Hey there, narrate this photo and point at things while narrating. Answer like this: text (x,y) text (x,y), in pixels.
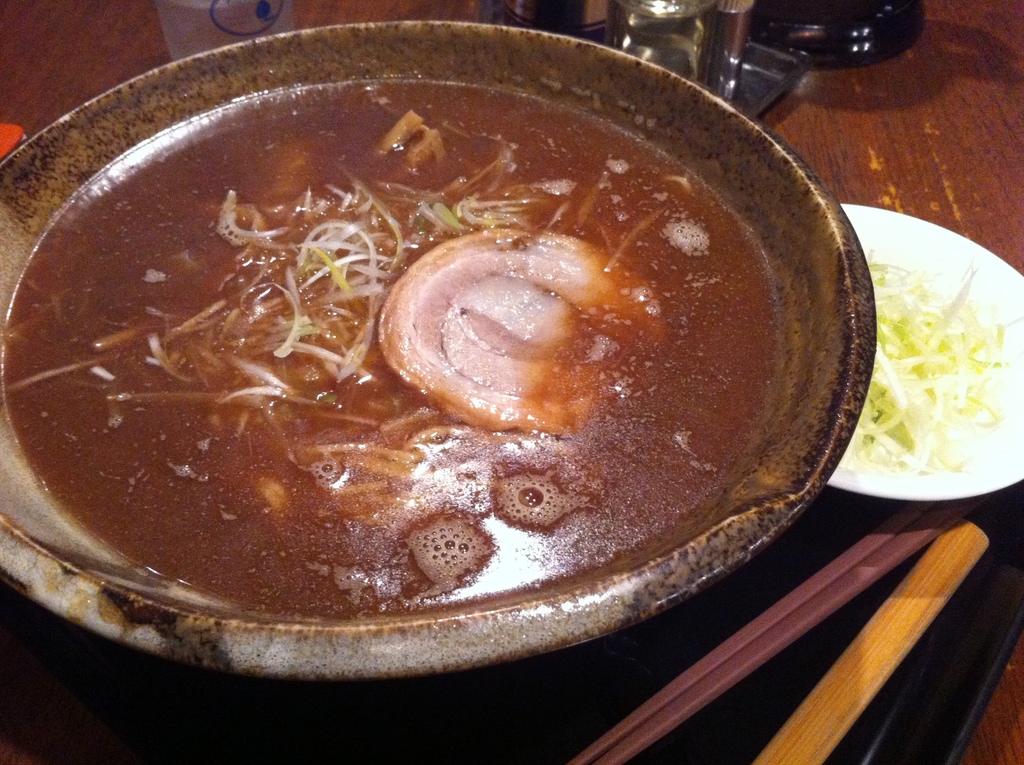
There is a food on dish (272,78) and beside that there is a plate (909,249) with some food (924,418) in it.
